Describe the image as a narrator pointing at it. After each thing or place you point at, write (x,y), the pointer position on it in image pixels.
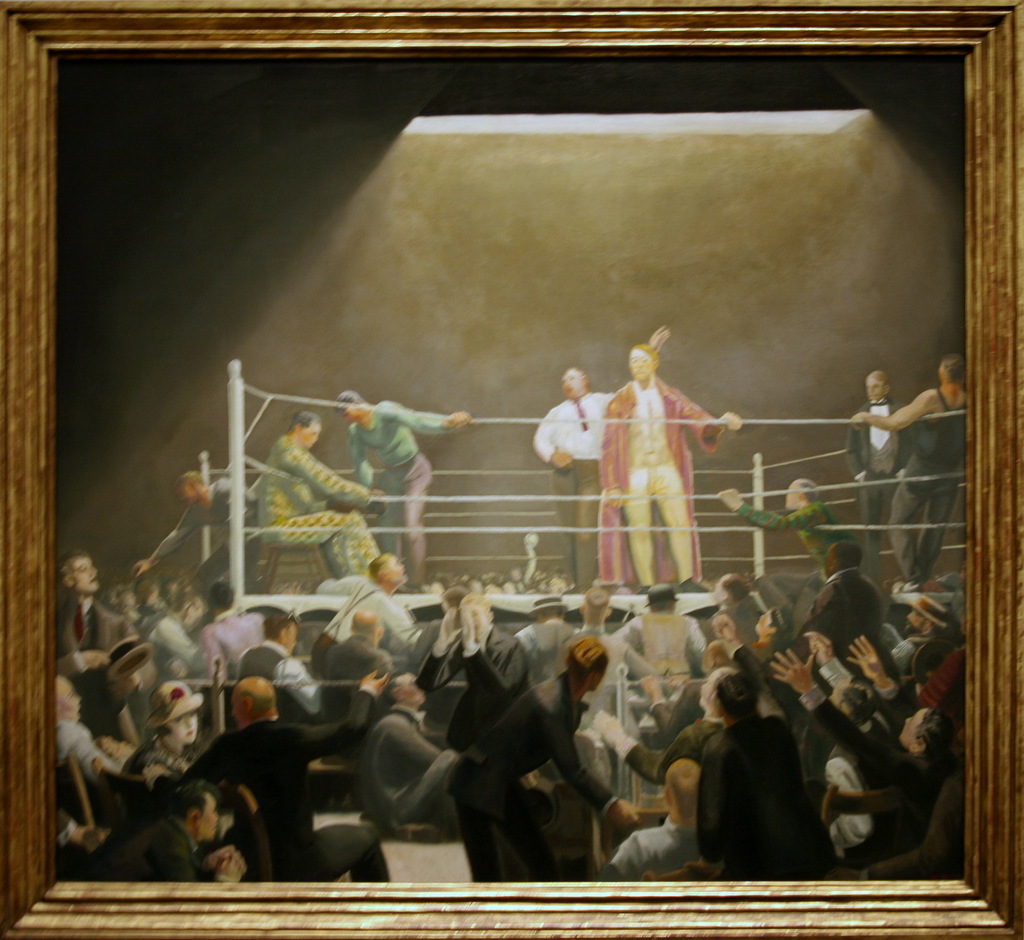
This is the painting where we can see a photo frame (523,910), boxing court (560,525) and so many people (508,694). At the top of the image (604,114), we can see the light (767,131).
